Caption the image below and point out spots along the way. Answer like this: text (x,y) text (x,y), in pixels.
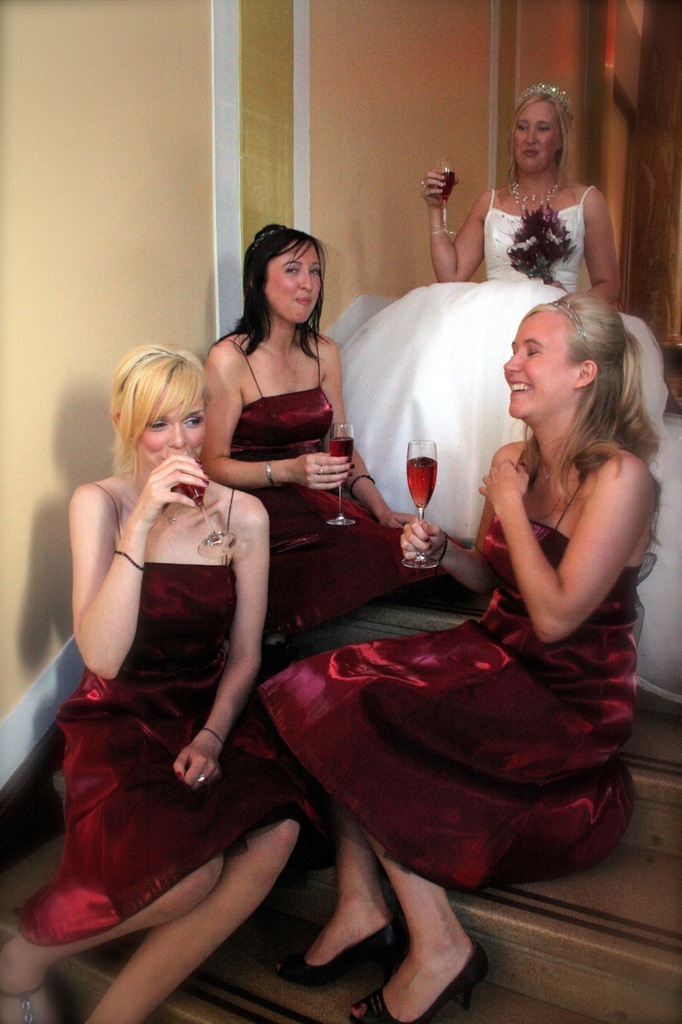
In this image we can see there is an inside view of the building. And there are people (363,509) sitting on the stairs (581,959) and holding a glass (420,486) to drink.
